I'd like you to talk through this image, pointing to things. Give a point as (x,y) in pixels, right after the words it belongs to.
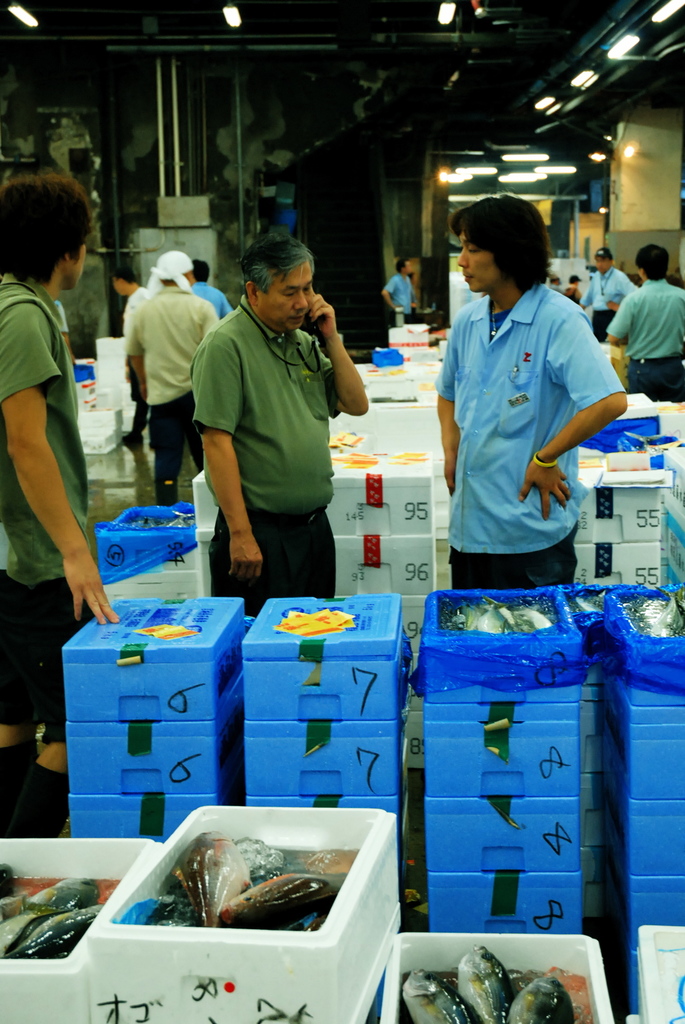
In this picture we can see a group of people (651,296) standing on the floor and boxes (143,548) with fishes (48,936) in it and in the background (108,260) we can see rods (178,48), lights (630,49).
